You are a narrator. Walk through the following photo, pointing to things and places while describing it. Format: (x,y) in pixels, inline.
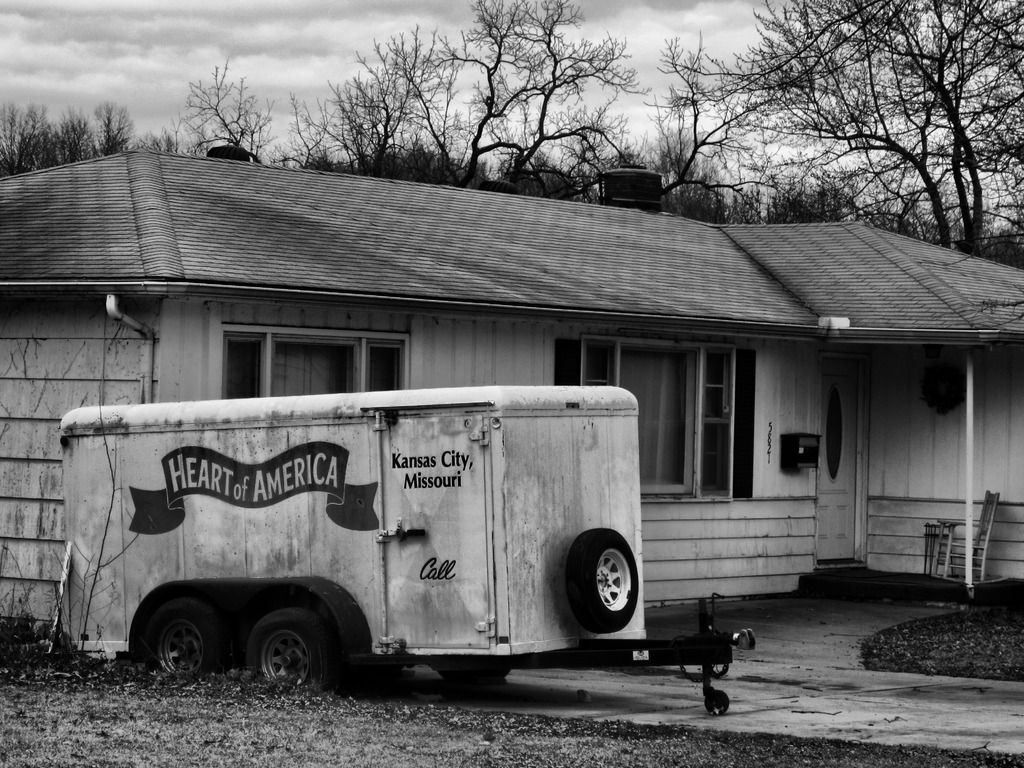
This picture is clicked outside. In the foreground (309,517) we can see a vehicle (418,556) seems to be parked on the ground (351,715) and there is a text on the vehicle (344,480) and we can see the house (319,305) with a roof top (674,270) and we can see the windows (326,351) and a door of the house (750,443) and there is a chair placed on the ground (882,603). In the background (774,76) there is a sky (76,2) and the trees (360,114).
